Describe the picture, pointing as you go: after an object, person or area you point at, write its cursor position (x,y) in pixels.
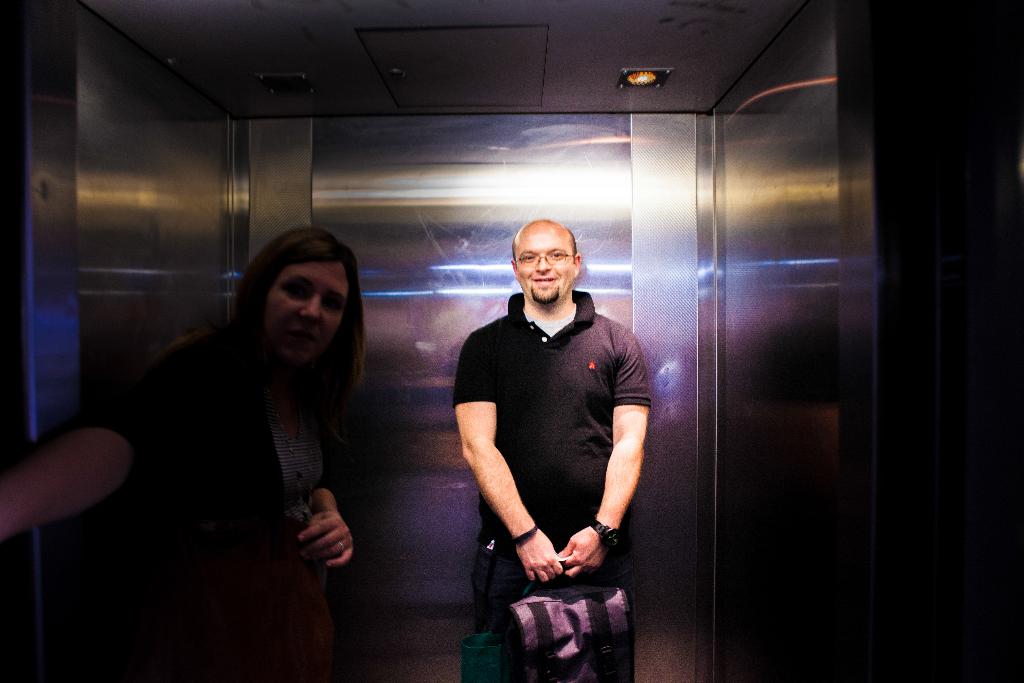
In this image there are two people (335,334) in the lift (425,356) in which one of them holds the bags (580,646), there are lights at the top (269,84) and reflections (508,149) of lights (497,180) on the wall (508,168) of the lift (508,168).
